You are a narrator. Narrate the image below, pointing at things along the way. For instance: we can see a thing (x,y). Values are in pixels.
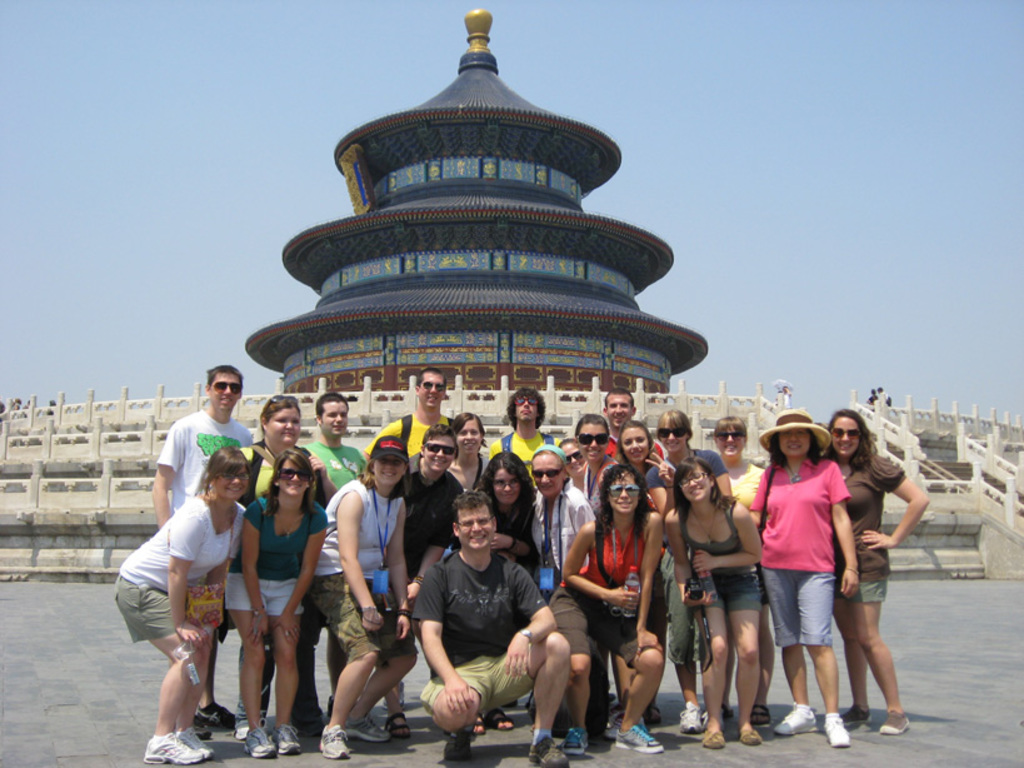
In the image there are sitting and standing on the floor (44,647), behind them there is fence (752,424) followed by temple (455,376) and above its sky (726,175).
